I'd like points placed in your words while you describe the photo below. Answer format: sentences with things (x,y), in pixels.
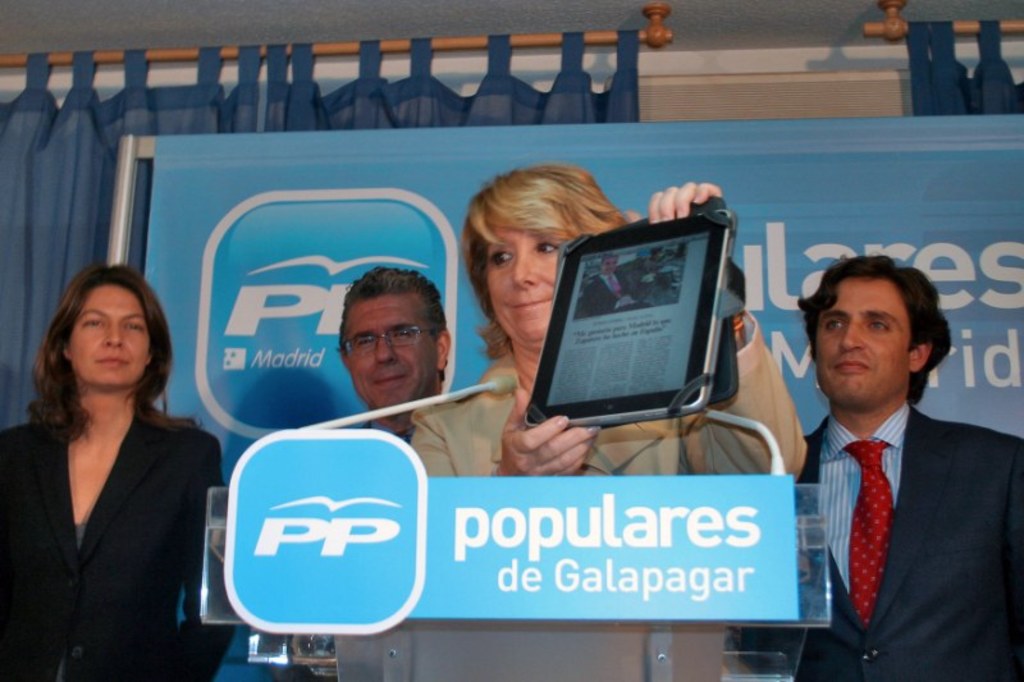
There is a text board (503,553) at the bottom of this image (506,558). We can see a woman (479,408) standing and holding an electronic device (597,305) in the middle of this image (623,293). We can see other people (439,357) in the background (855,381). There is a banner (425,201) and curtains (519,108) are present at the top of this image (565,154).
